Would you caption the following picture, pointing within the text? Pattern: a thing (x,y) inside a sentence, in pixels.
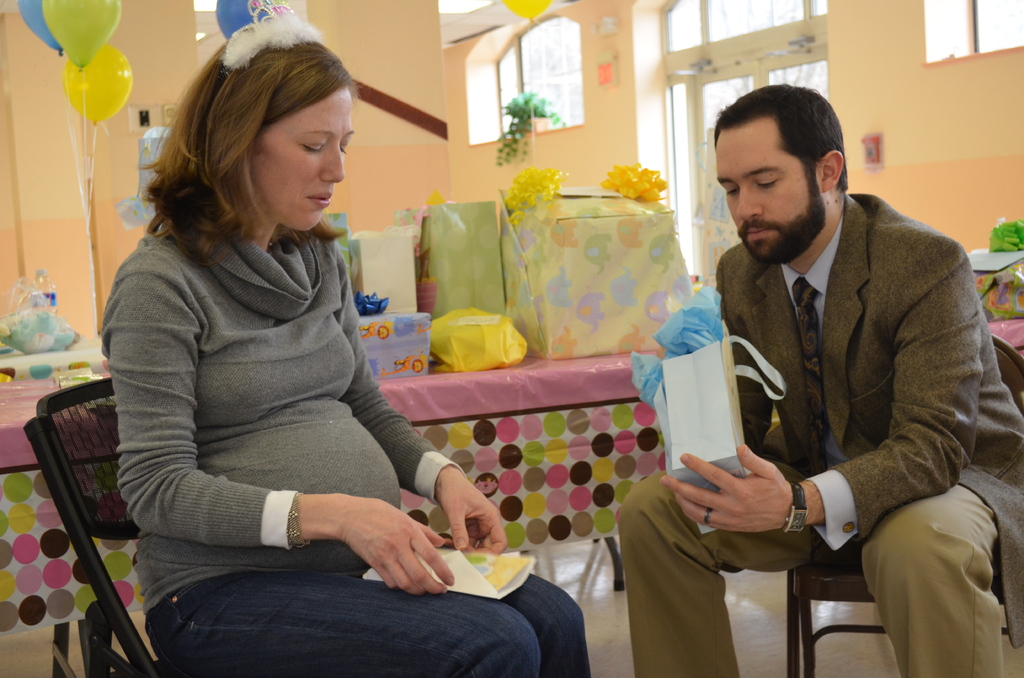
In the image we can see a man (822,308) and a woman (254,412) wearing clothes (345,426) and they are holding a thing (704,485) in their hand (757,494). This is a wrist watch (793,508) and a finger ring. These are the chair (64,449), box (413,332), table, balloon (86,57), window (530,72) and a door (715,189). This is a floor (588,609).
